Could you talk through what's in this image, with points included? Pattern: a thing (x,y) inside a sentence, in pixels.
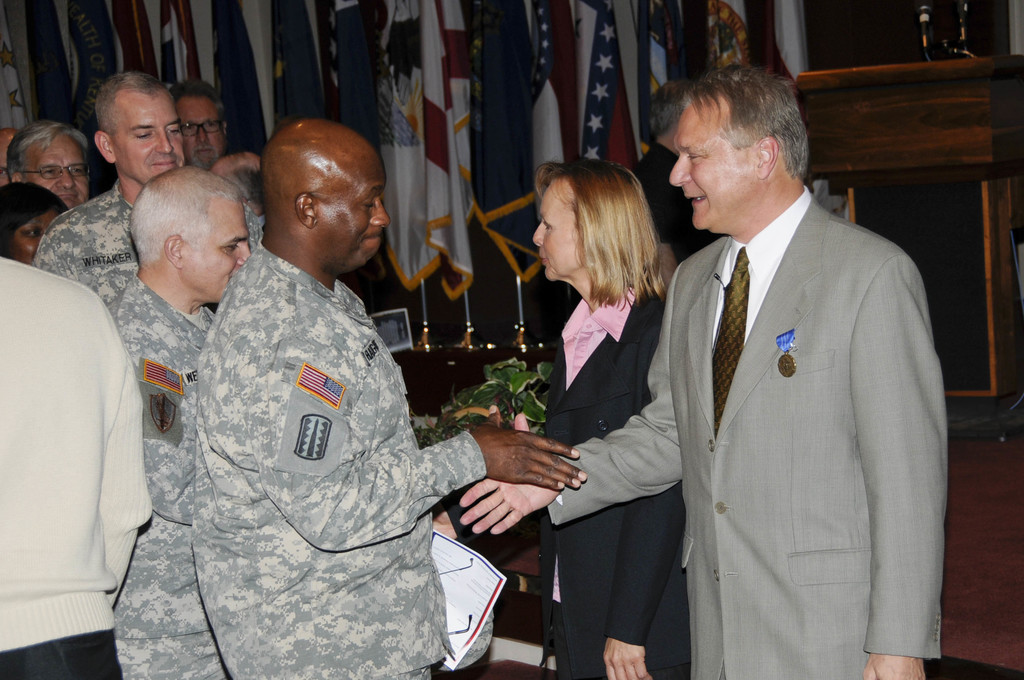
There are group of people (105,204) standing. I can see two people (550,484) handshaking. In the background (314,98), I think these are the flags (488,70) hanging to the poles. This looks like a podium (973,121) with the mics (923,38). I think this is a houseplant (517,400).
